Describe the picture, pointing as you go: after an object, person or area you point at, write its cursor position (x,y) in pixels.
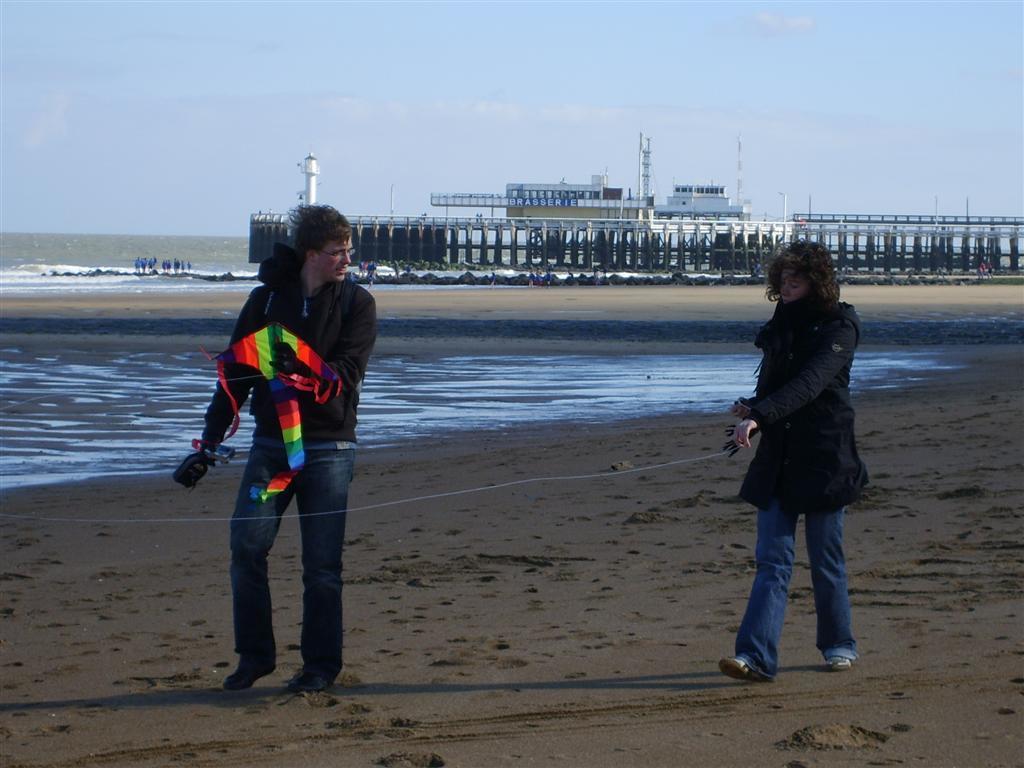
In this image we can see two persons (267,615) walking on the ground (564,600), one of them is holding a kite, behind them there is a bridge (425,254), a lighthouse (311,172), buildings (602,216), and a pole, also we can see the ocean (110,242) and the sky (366,206).
